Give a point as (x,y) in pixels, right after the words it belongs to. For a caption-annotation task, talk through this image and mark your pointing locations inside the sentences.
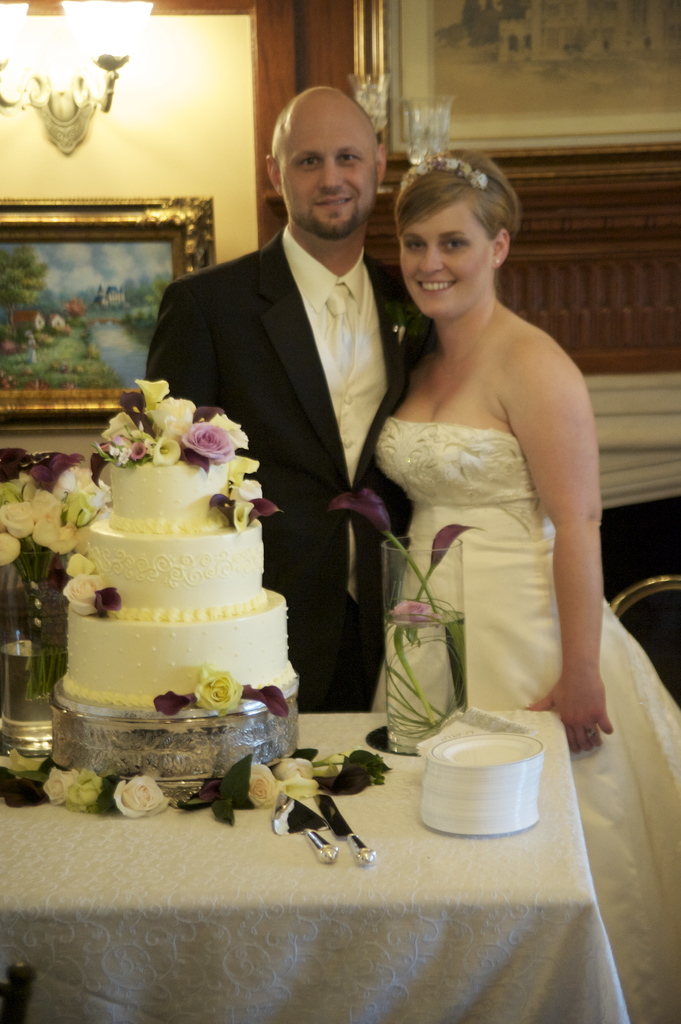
In this image I can see a table (329,755) and a cake (125,627) on it. I can also see number of plates (473,817) over here. Here I can see a couple (295,292) and smile on their face (320,215). I can see the girl (550,683) is in white dress (465,577) and the man (230,304) is in black suit (280,361) and white tie (343,353). In the background (129,251) I can see few frames (458,31) on this wall (186,69).
